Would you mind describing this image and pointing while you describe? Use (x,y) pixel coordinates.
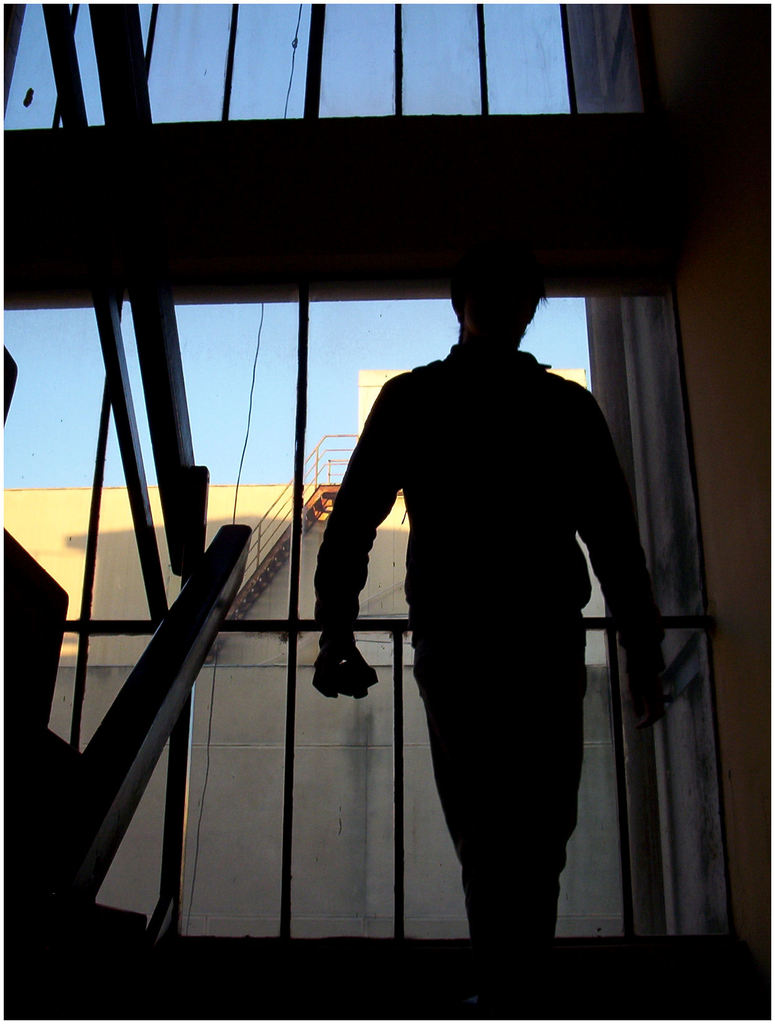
In this image I can see a person (451,563) is standing. In the background (328,431) I can see framed glass wall (316,410), a building (319,532), a ladder (319,492) and the sky (278,354).
